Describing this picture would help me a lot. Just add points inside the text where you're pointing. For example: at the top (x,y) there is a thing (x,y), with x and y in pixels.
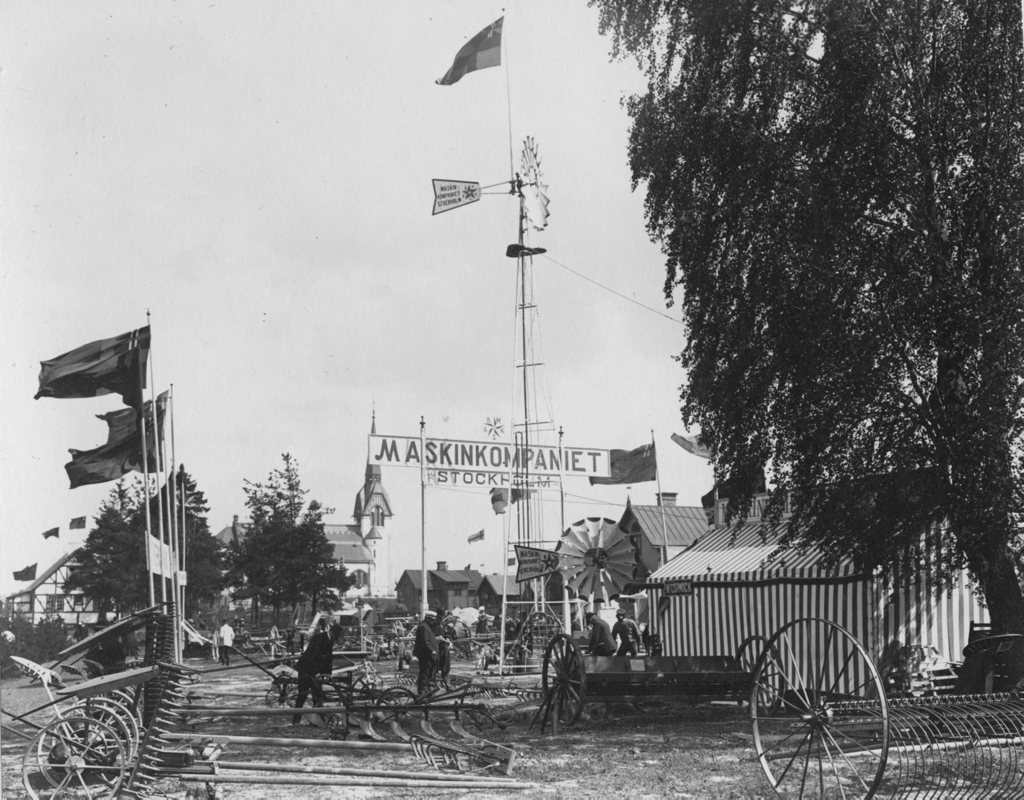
In this image in the middle (641,467), there are houses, wheels (280,688), flags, some people (427,670), posters (488,457), towers (519,474), trees (253,569) and land (590,730). On the right (774,333) there are trees (792,212) and sky (556,207).
